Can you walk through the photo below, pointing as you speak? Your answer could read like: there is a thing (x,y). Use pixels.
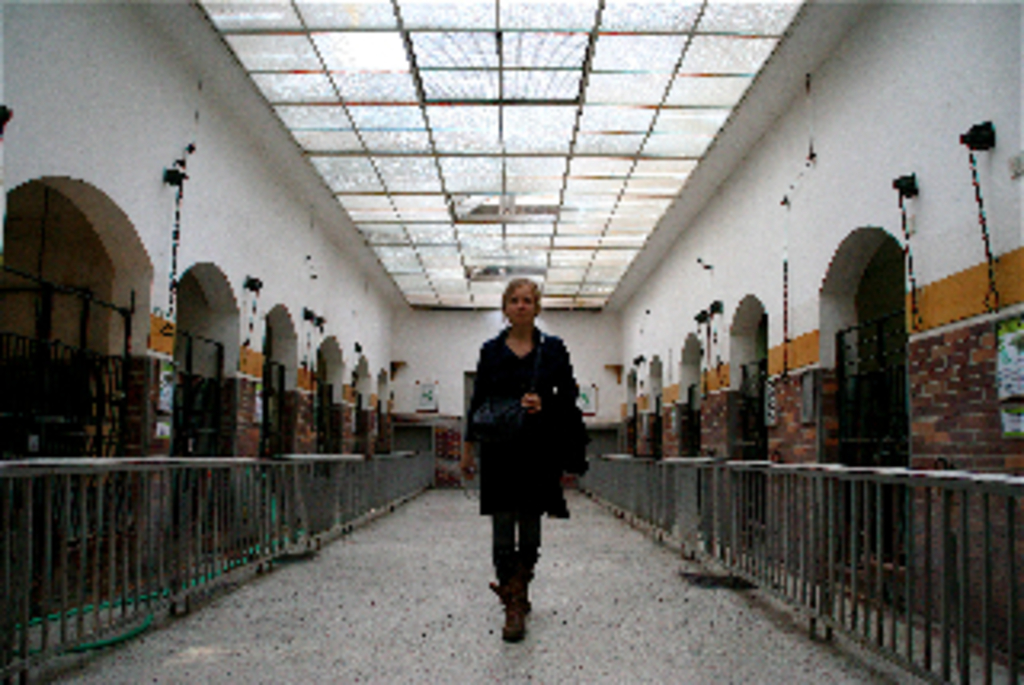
In this picture I can see a woman (532,439) standing inside of the building (816,235), there is a fencing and lights (525,122) to the walls (772,271).
